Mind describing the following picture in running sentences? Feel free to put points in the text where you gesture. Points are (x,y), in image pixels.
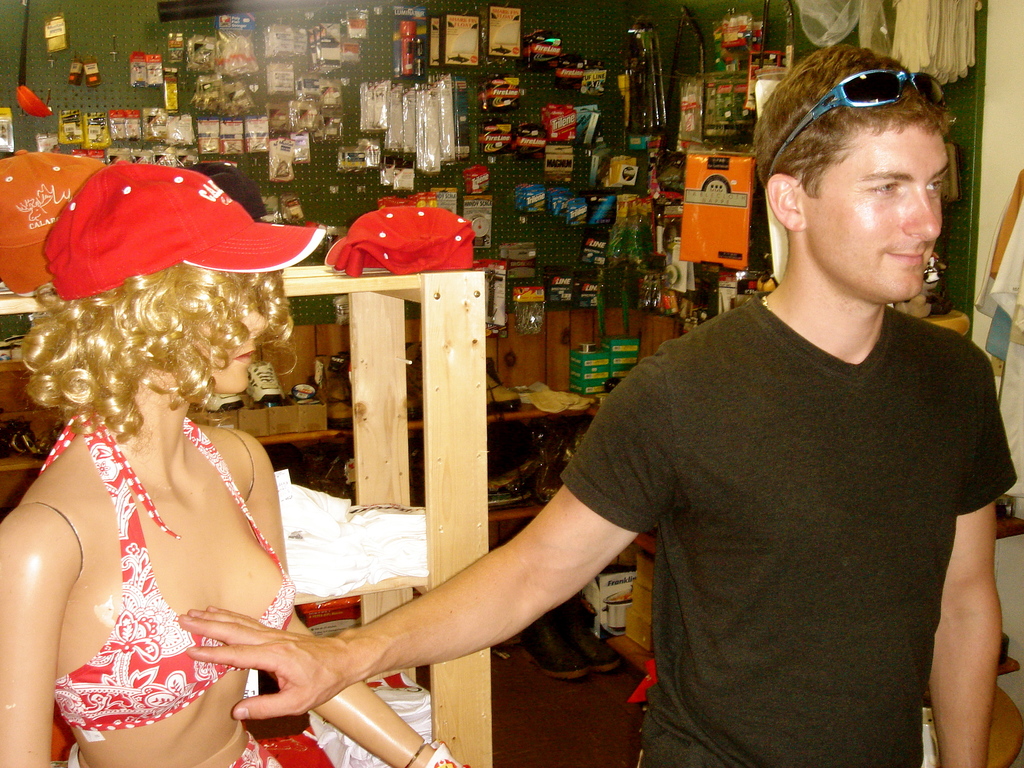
On the right side of the image (726,599) we can see a person (753,453) standing. On the left side of the image (220,692) there is a mannequin (377,721). In the background (446,323) there is a wooden table (452,415), some objects (425,91) on the wall (256,110).
